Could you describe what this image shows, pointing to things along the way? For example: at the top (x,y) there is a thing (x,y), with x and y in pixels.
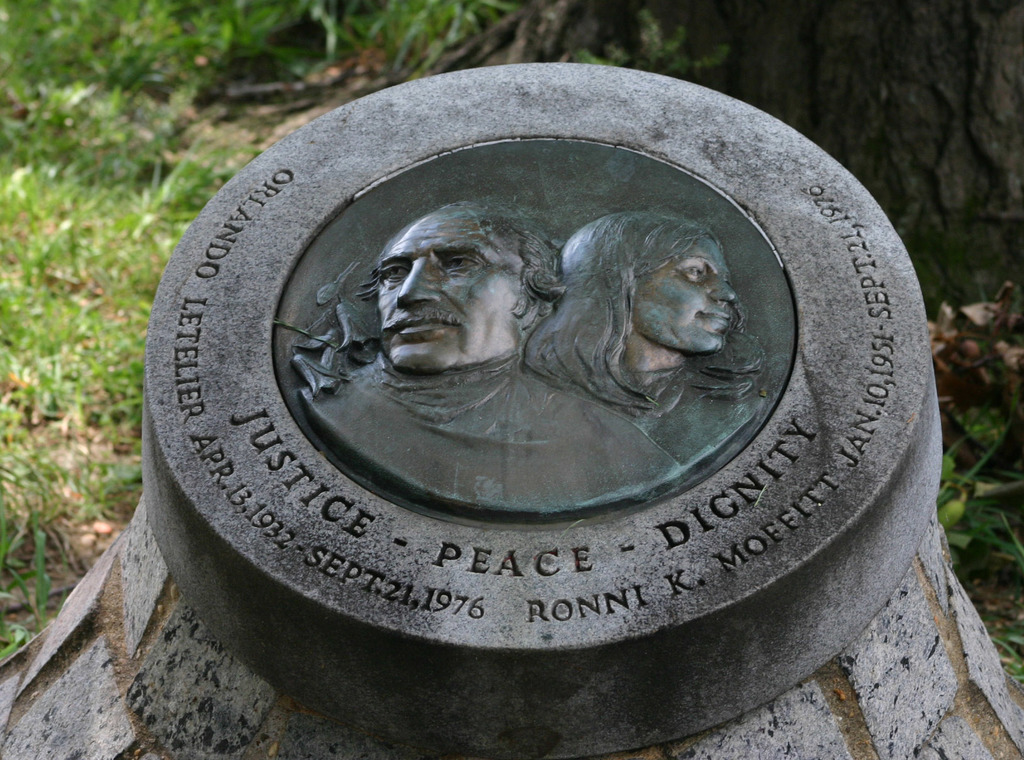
In this picture there is a stone engraving (492,332) with man (517,350) and woman (596,383) picture. In the bottom side (422,562) we can see "Justice, peace and Dignity" is written. Behind there is a grass (85,256).
